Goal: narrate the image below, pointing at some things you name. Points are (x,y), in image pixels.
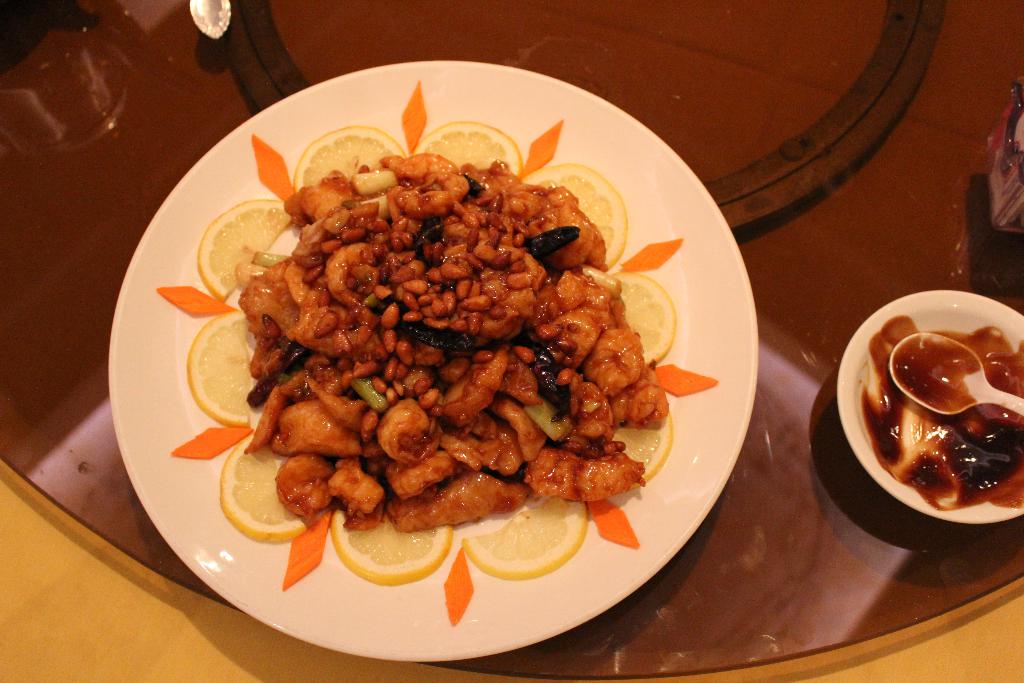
This image consists of food (378,467) on a plate (705,472). To the right (917,496), there is a bowl (900,492) along with a spoon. These all are kept on a table (775,469).
